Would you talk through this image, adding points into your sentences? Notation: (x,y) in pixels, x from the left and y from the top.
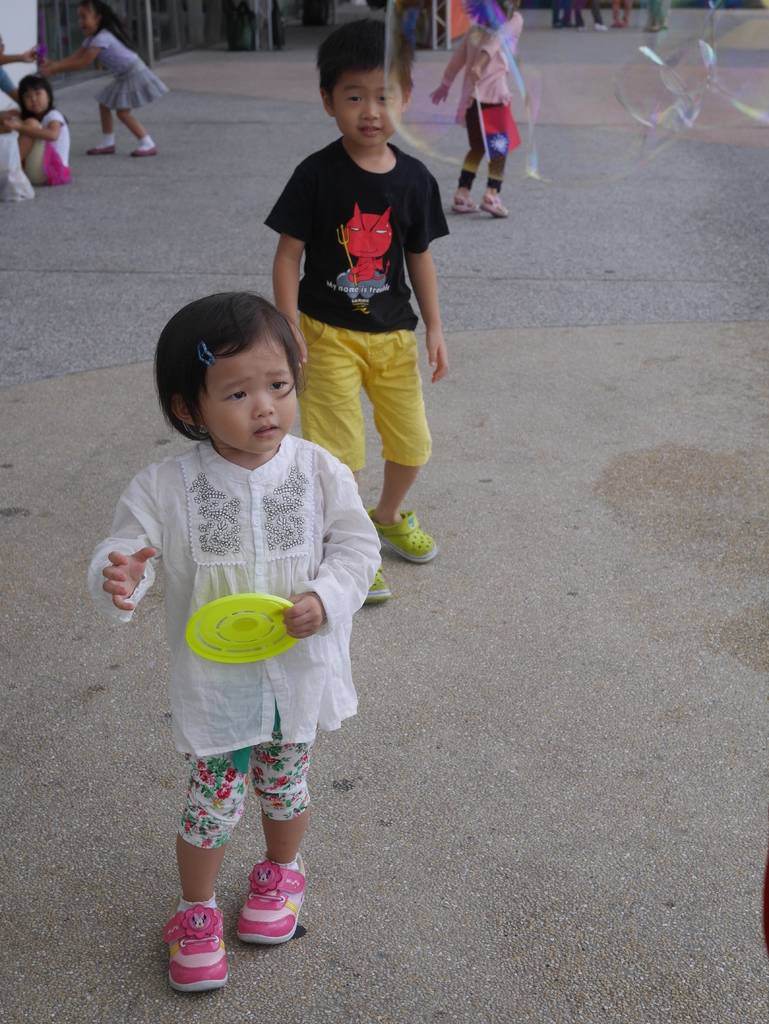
This image consists of some children (384,428). There are girls (217,347) and boys (390,504). One of them is holding a Frisbee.
